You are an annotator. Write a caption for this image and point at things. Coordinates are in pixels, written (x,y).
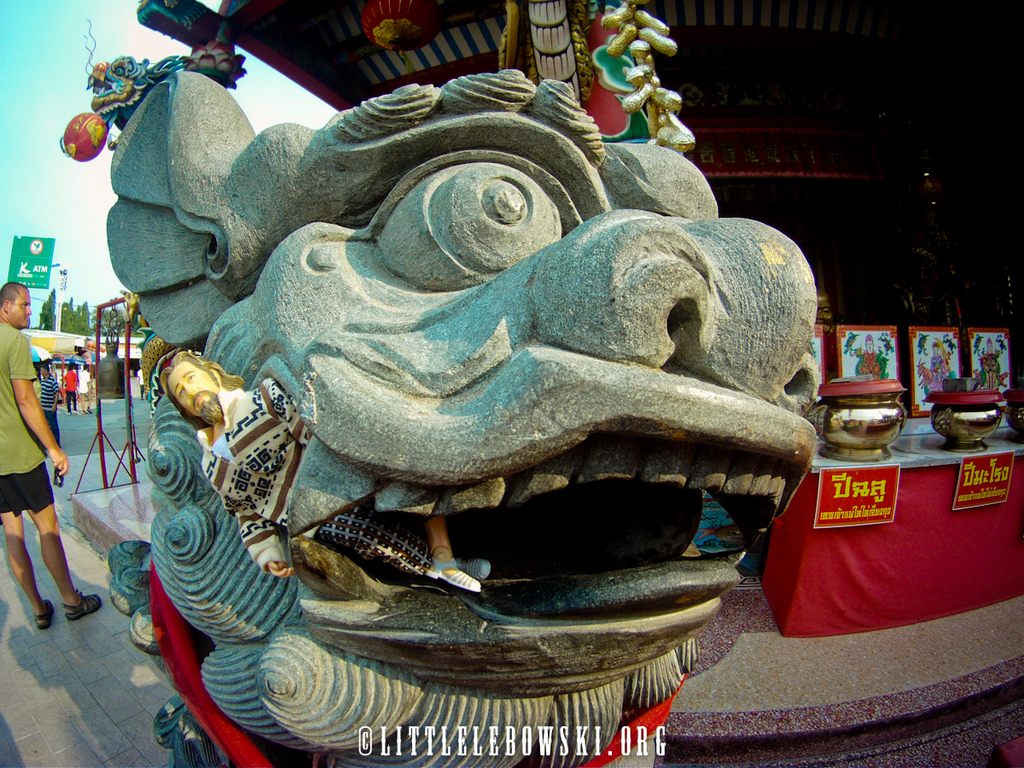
In the image there is a sculpture of a monster (460,431) and behind the sculpture (456,132) there is a temple (764,128). In the left side (15,382) some people (15,389) are walking beside the temple (653,81).
